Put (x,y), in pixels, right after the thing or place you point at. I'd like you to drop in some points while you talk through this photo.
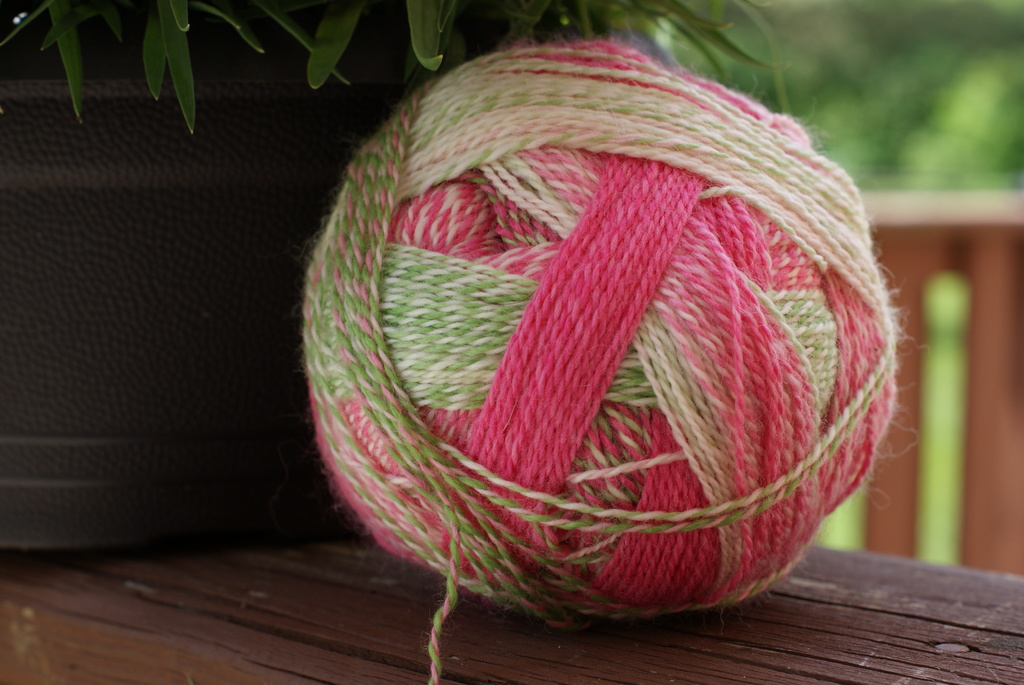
In the image there is a woolen thread ball (518,312) on the wooden table (179,582) beside a plant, behind it seems to be a fence (937,247) in front of the garden (921,137).
